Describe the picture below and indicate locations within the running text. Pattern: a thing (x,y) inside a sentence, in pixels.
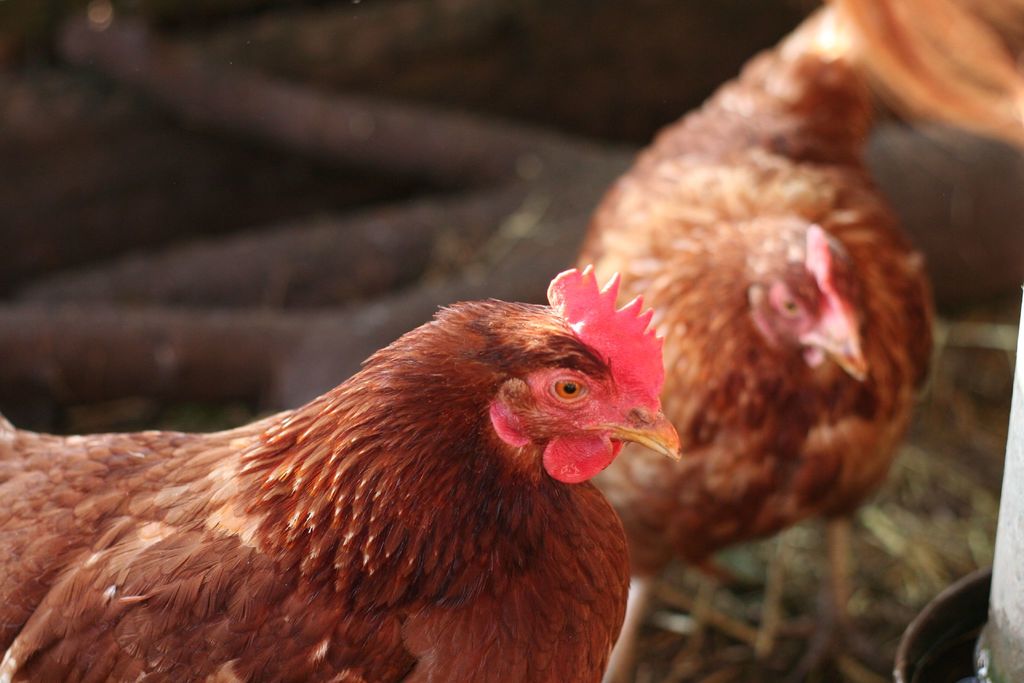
In this image, we can see two hens (800,453). On the right side (1017,556) corner, we can see a pole (1001,632).
